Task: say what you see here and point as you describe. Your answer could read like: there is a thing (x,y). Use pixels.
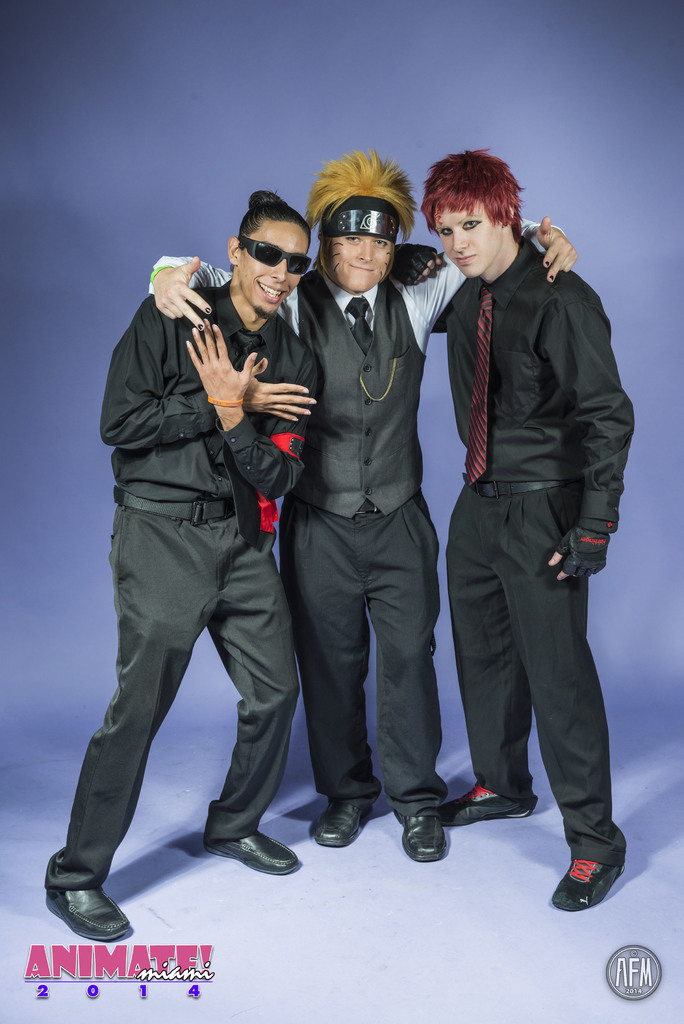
Background (661,138) portion of the picture is blue in color. Here we can see people (370,497) standing and giving a pose. At the bottom portion of the picture (55,965) we can see water marks (179,965).
